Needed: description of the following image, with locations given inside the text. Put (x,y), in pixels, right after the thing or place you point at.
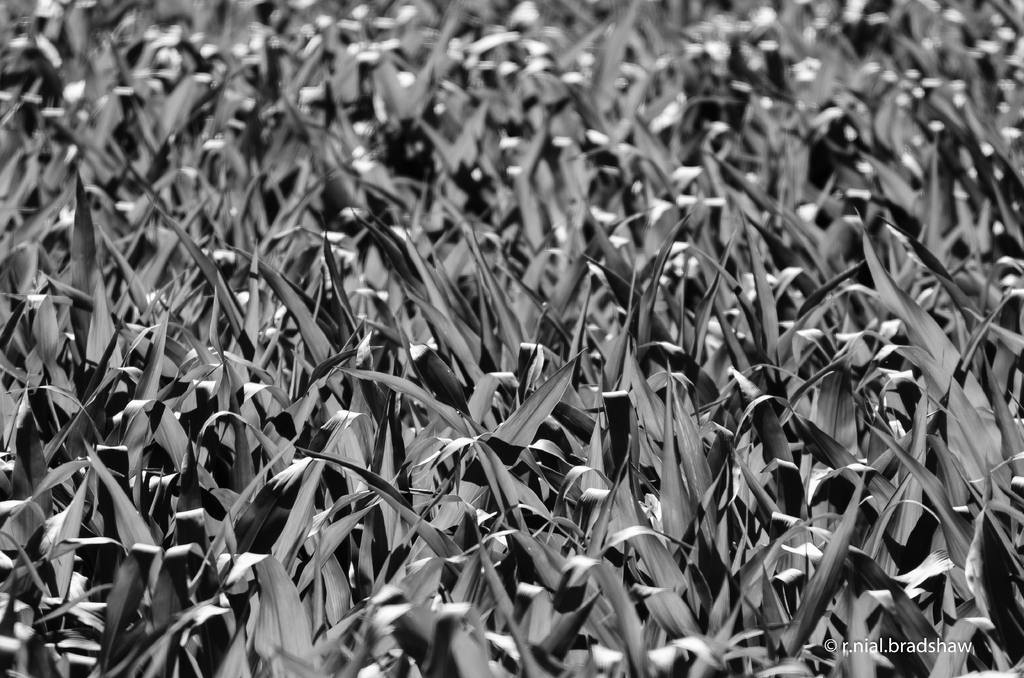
This is a black and white in color. In the image we can see leaves (579,471) and a watermark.
